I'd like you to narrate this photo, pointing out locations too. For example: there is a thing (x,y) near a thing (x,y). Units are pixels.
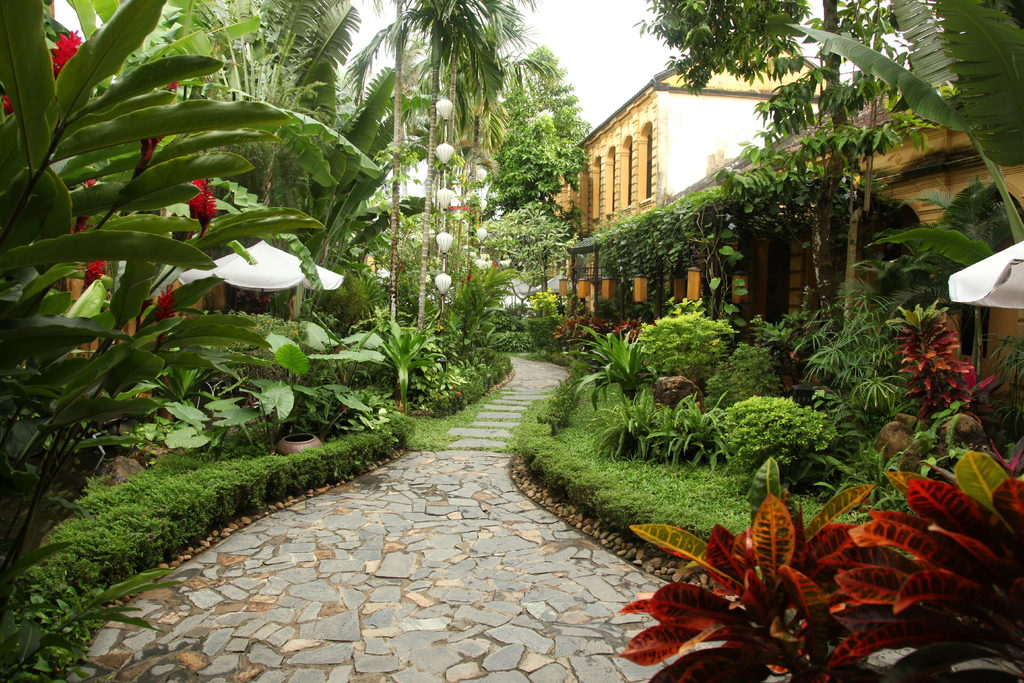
On the right (726,474) and left side of the image (274,439) there are trees (554,253) and plants (238,465). In the middle of them there is a path (443,606). On the right side (691,126) there is a building (641,181). In the background (583,96) there is a sky (562,55).
